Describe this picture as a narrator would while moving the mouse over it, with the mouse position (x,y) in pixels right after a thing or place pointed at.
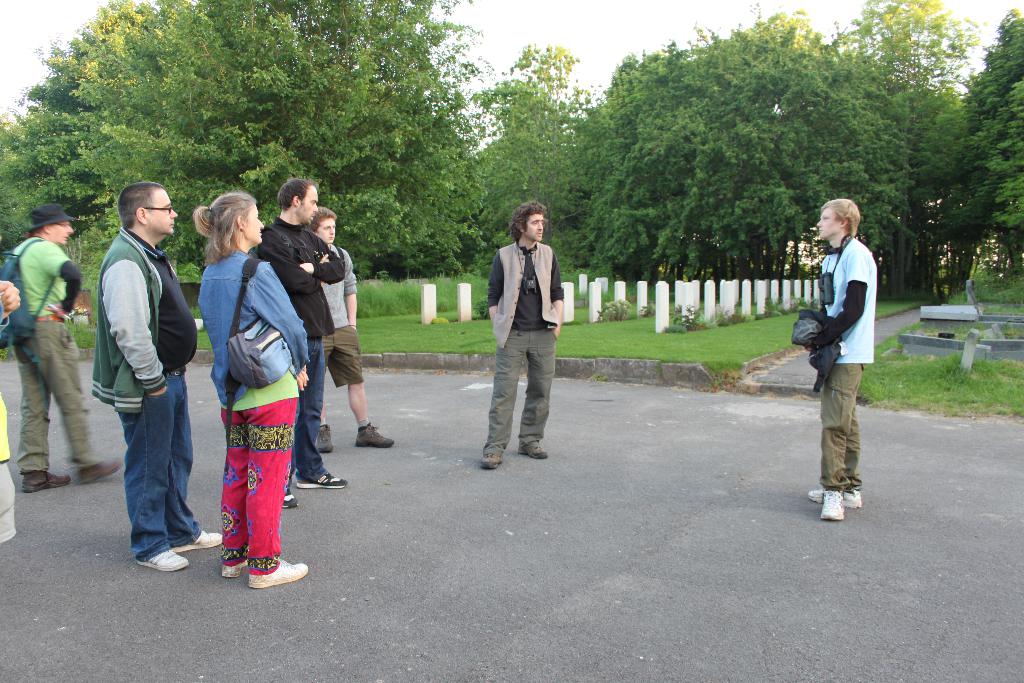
In this image, there are a few people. We can see the ground (593,667) with some objects (659,324). We can also see some grass (682,362). There are a few trees (457,239), plants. We can also see some white colored objects (641,309). We can also see the sky (722,21).
